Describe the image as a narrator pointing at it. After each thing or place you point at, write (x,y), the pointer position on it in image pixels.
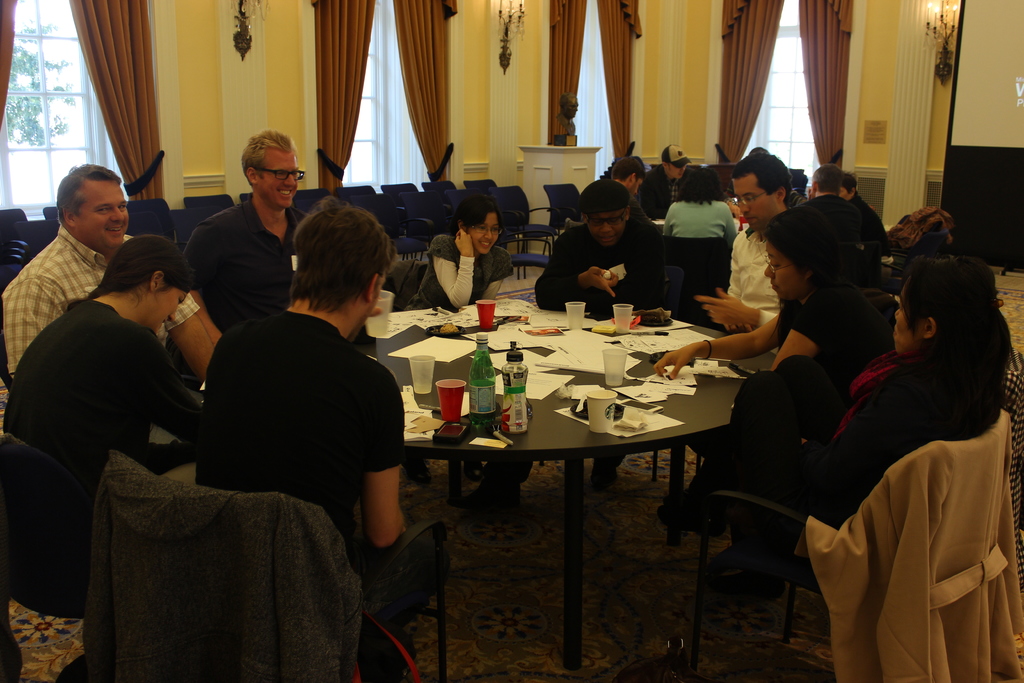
In this image I can see a group of people (127,406) are sitting on a chair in front of a table (493,339). On the table (583,375) there are few objects (536,367) on it. I can also see there are few curtains (123,94) on the side of the window (61,87).
